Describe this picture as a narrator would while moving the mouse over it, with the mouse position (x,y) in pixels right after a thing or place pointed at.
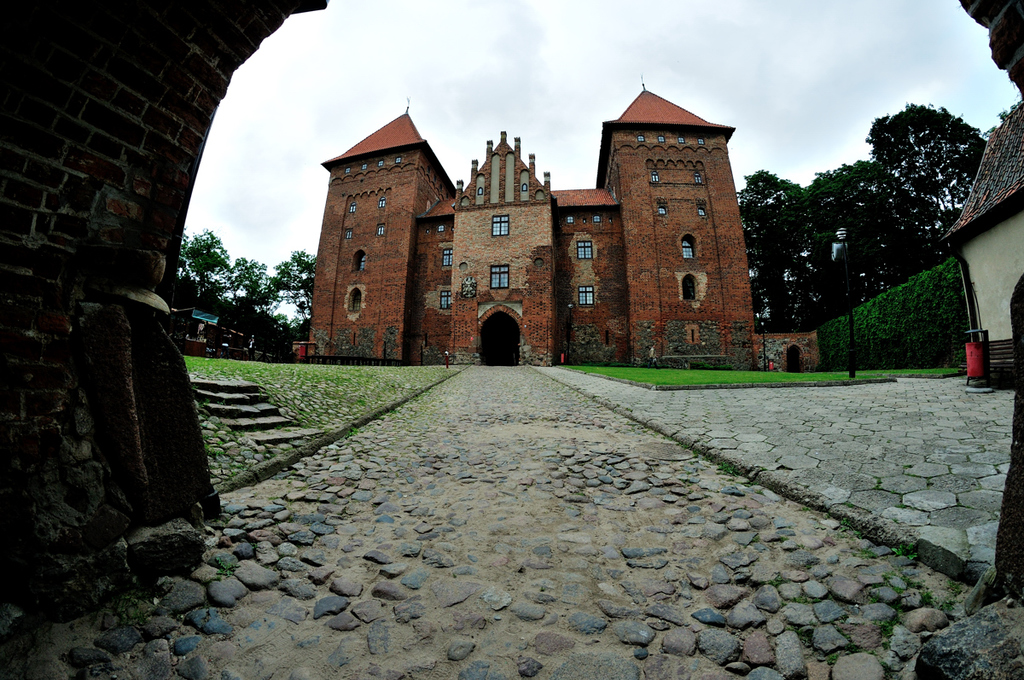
As we can see in the image there are buildings (514,249), grass (672,370) and trees (744,227). On the top (688,76) there is sky (613,86).
